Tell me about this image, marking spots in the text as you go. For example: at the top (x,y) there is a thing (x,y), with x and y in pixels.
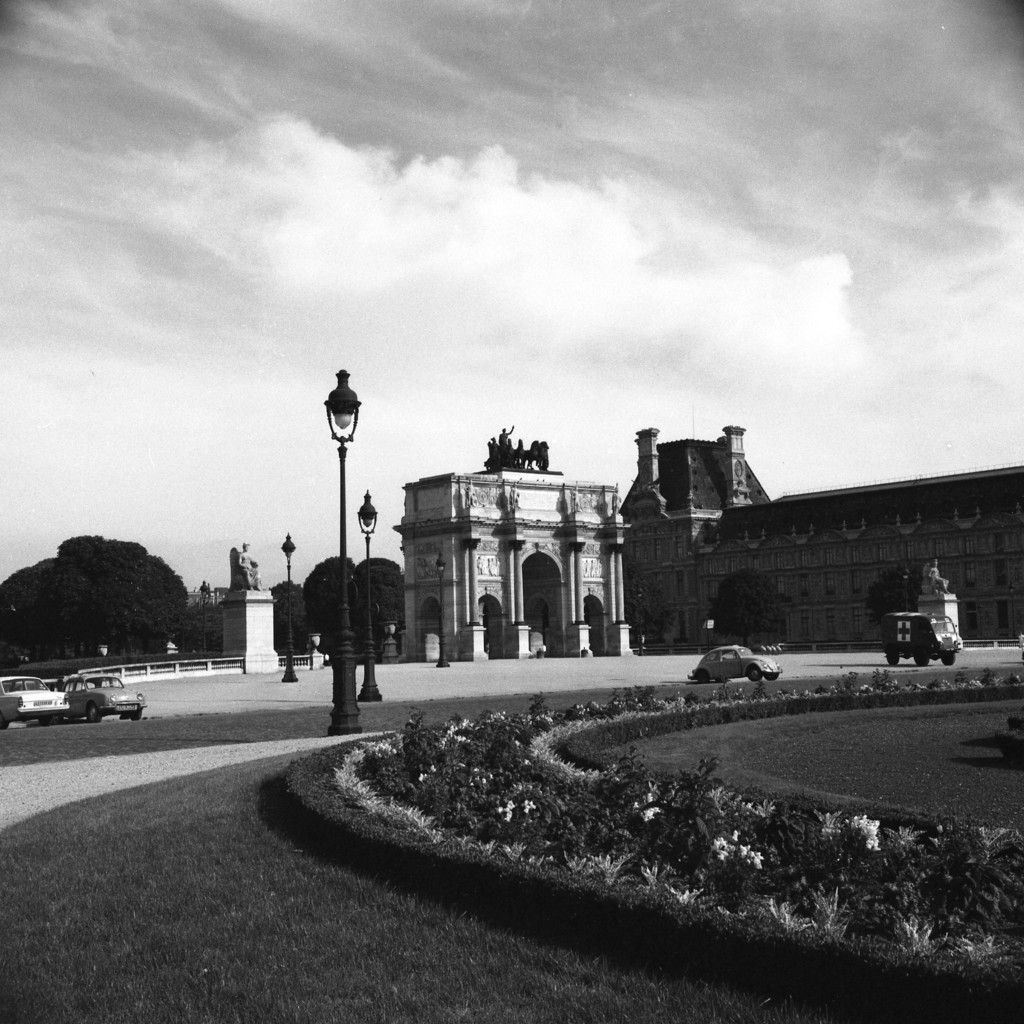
This is a black and white image in which we can see there is a building (526,604), trees (395,632), street light poles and some cars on the road (40,719) also there is a garden (497,889) with some plants (968,976).
